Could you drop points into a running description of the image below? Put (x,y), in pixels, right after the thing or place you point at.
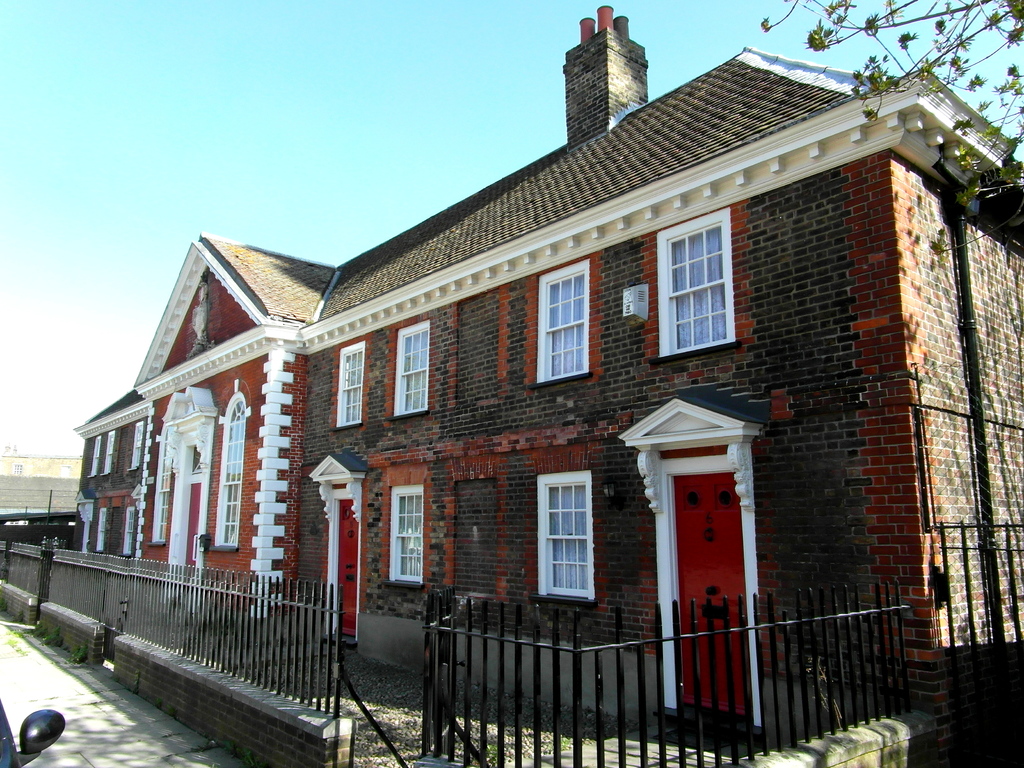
In this picture there are buildings (563,398). In the foreground (432,740) there is a railing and there is a vehicle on the road (76,730). On the right side of the image (940,4) there is a tree (1011,71) and there is a pipe (1002,627) on the wall (904,432) and there are curtains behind the windows (730,319). At the top (364,212) there is sky (445,48). At the bottom (2,646) there is a road (104,716) and there is grass (27,632).
